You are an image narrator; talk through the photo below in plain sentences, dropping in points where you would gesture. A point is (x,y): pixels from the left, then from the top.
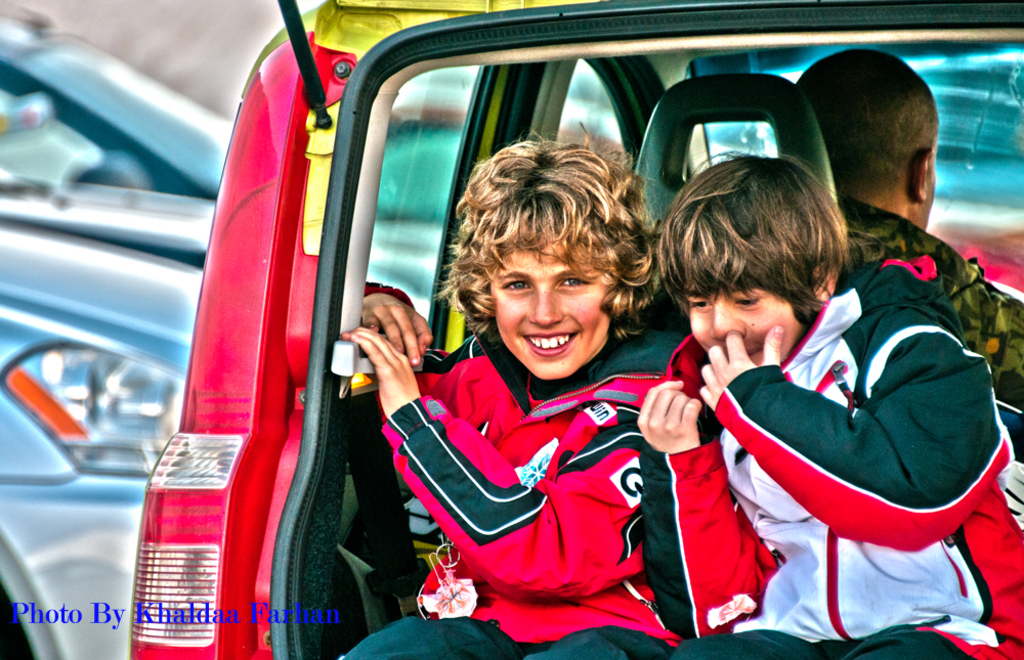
There are two kids (581,278) who are wearing red and black jackets (776,388) are sitting in the backside (373,176) of a car (311,407). In the background (147,340) there are many cars (137,157).
